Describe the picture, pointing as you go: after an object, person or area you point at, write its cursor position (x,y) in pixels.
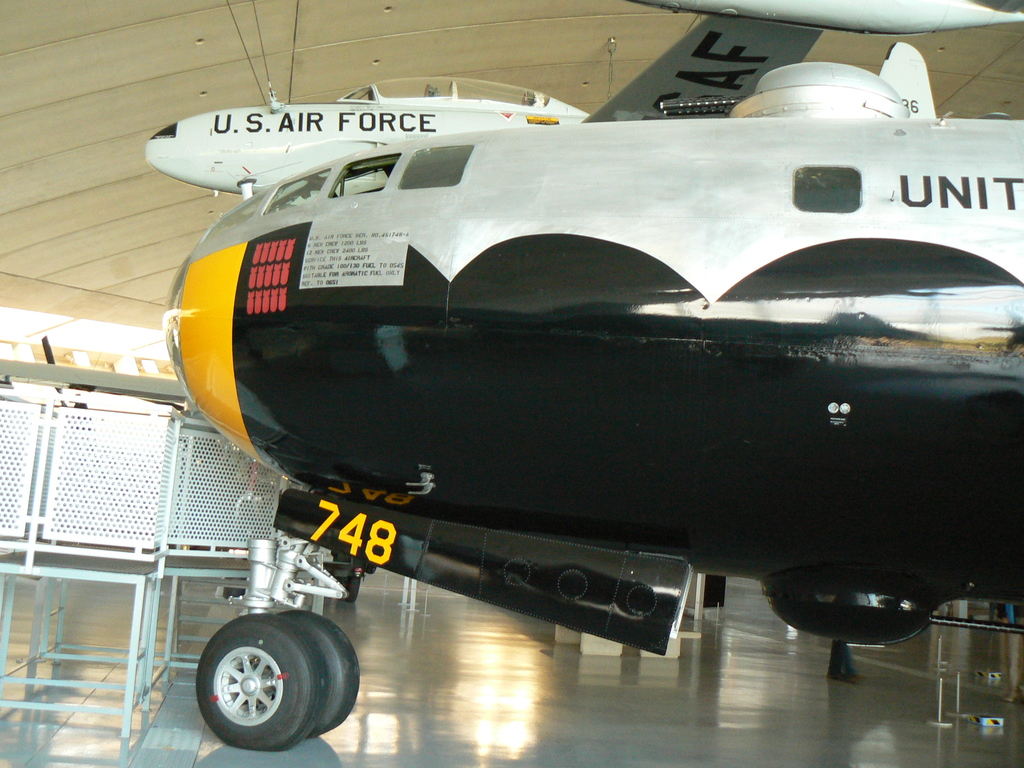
In this image, we can see an aircraft (656,459) is placed on the platform (659,722). On left side (18,478), we can see some stands (24,549). Top of the image (439,57), there is a roof (452,62), ropes (242,43) we can see.
